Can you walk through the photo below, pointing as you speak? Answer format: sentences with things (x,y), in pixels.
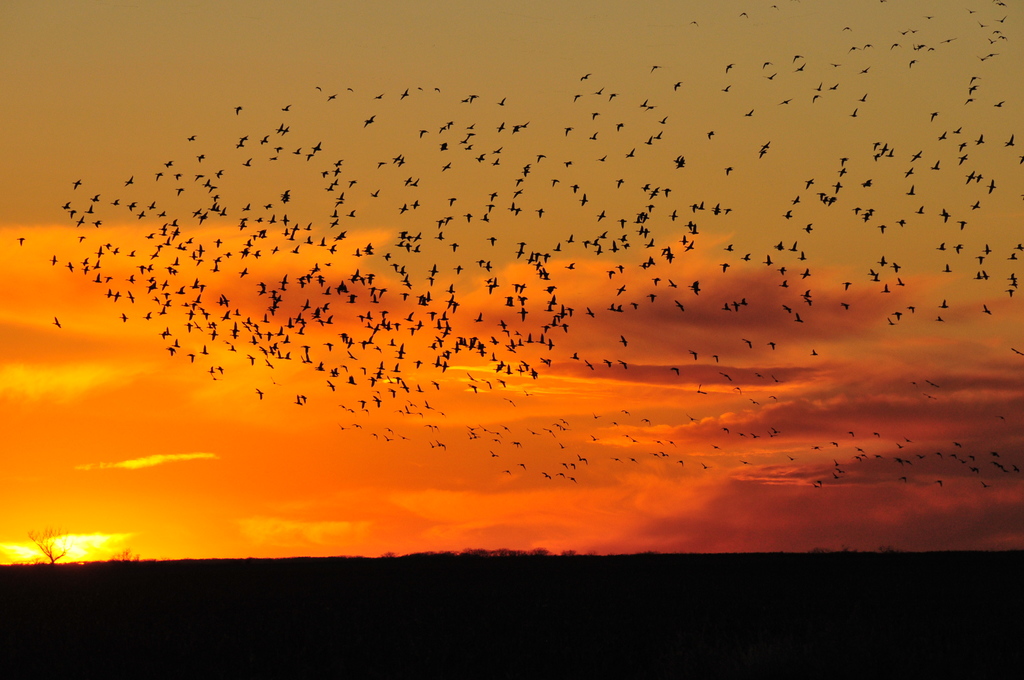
There are many birds (403,242) flying in the sky (442,273). The sky (559,406) is in orange color. At the bottom of the picture (382,593), it is black in color.
